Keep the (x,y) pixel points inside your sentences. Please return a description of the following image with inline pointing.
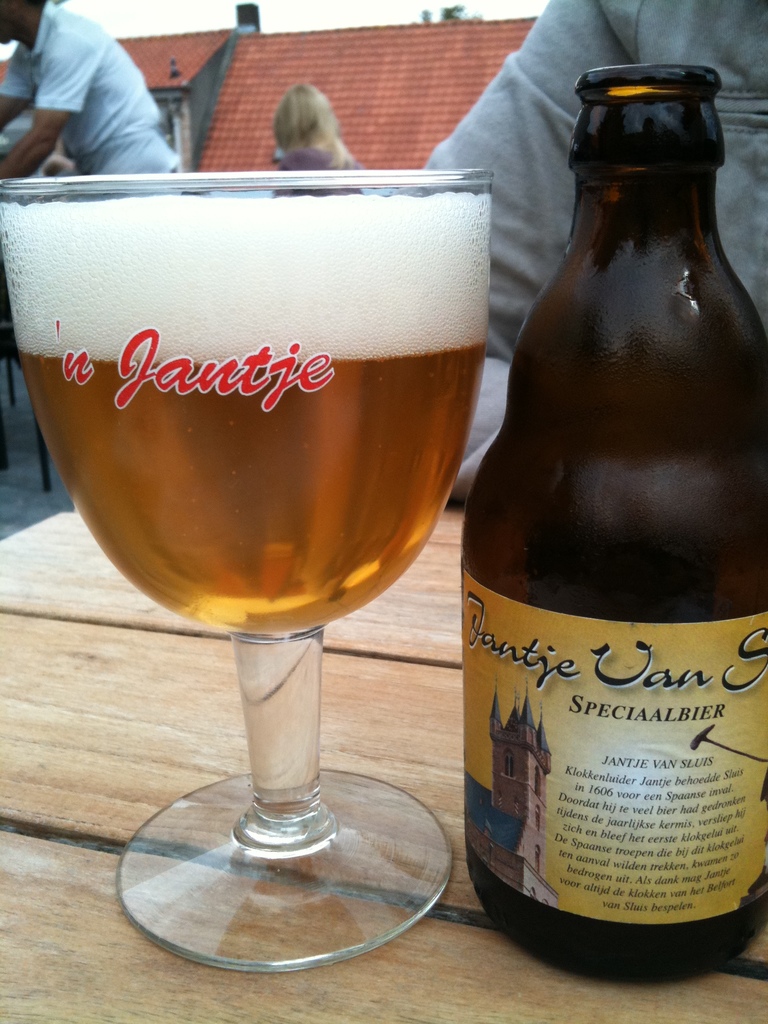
In this image I can see the table (359,749). On the table (183,787) I can see the wine glass (255,854) and the bottle (499,598). In-front of the table (217,677) there is a person (550,190) with grey color dress (499,235). To side I can see few more people (52,88) with different color dress (99,100). In the back (197,128) I can see the house (329,84) with brown color roof (267,65) and the sky (311,4).
